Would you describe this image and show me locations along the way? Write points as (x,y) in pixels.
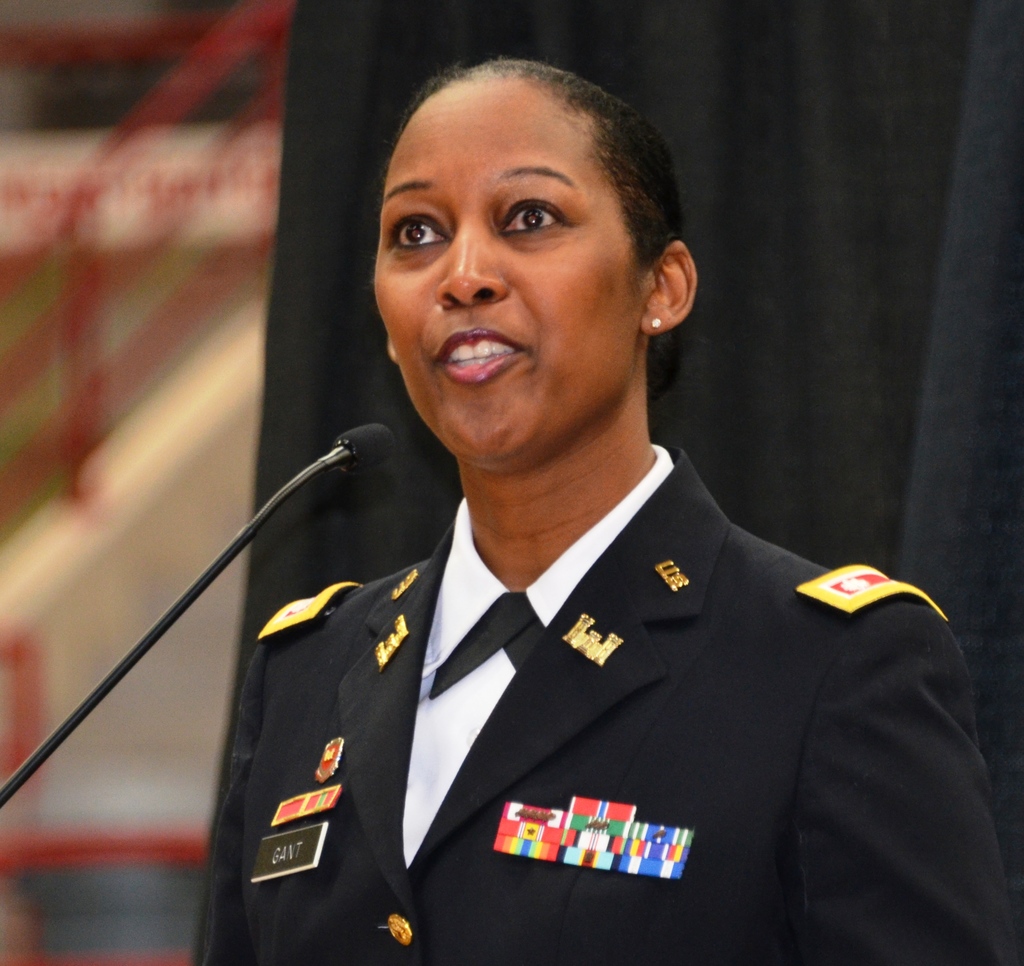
In the picture I can see a woman (545,475) is wearing a uniform (573,740). Here I can see a microphone (294,477). In the background (780,271) I can see a black color curtain (323,104). The background of the image (204,385) is blurred.
